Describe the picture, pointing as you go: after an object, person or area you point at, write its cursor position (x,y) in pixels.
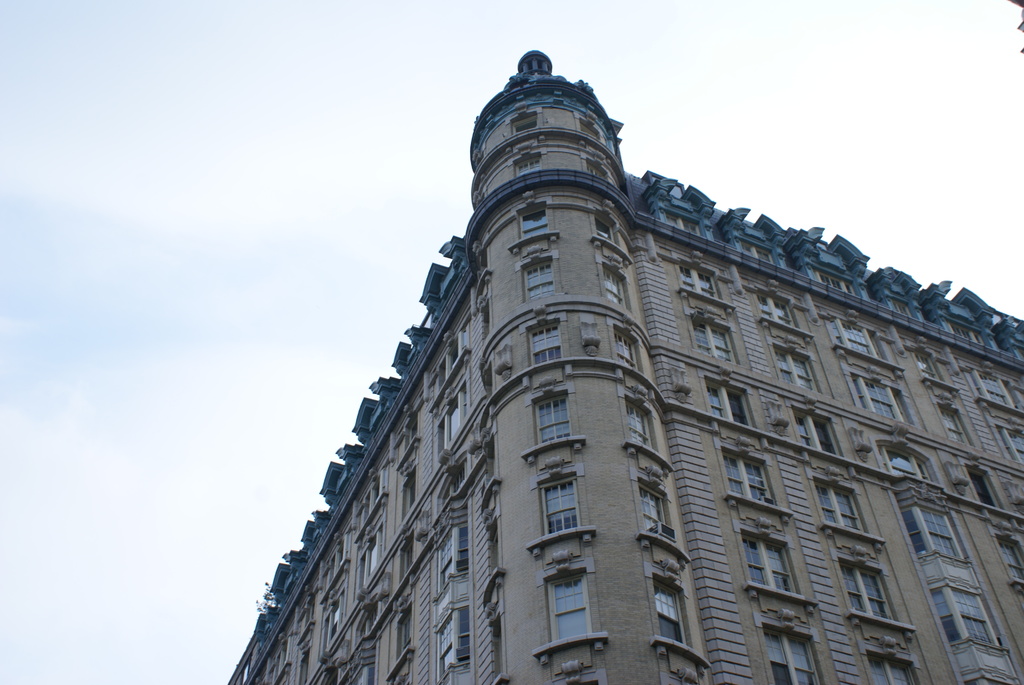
In this image I can see a building (619,534), number of windows (554,356) and in background (151,338) I can see the sky (99,464).
